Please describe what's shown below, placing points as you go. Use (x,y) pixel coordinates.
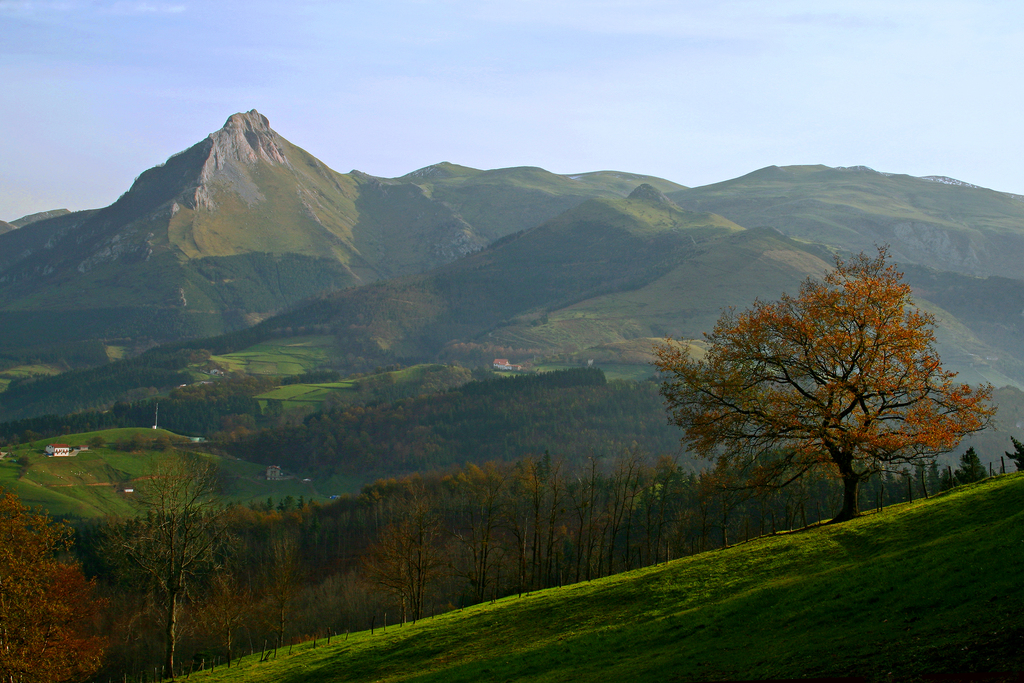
In this image there are mountains (476,291) and trees (411,469) and there's grass (592,660) on the surface (618,633).
